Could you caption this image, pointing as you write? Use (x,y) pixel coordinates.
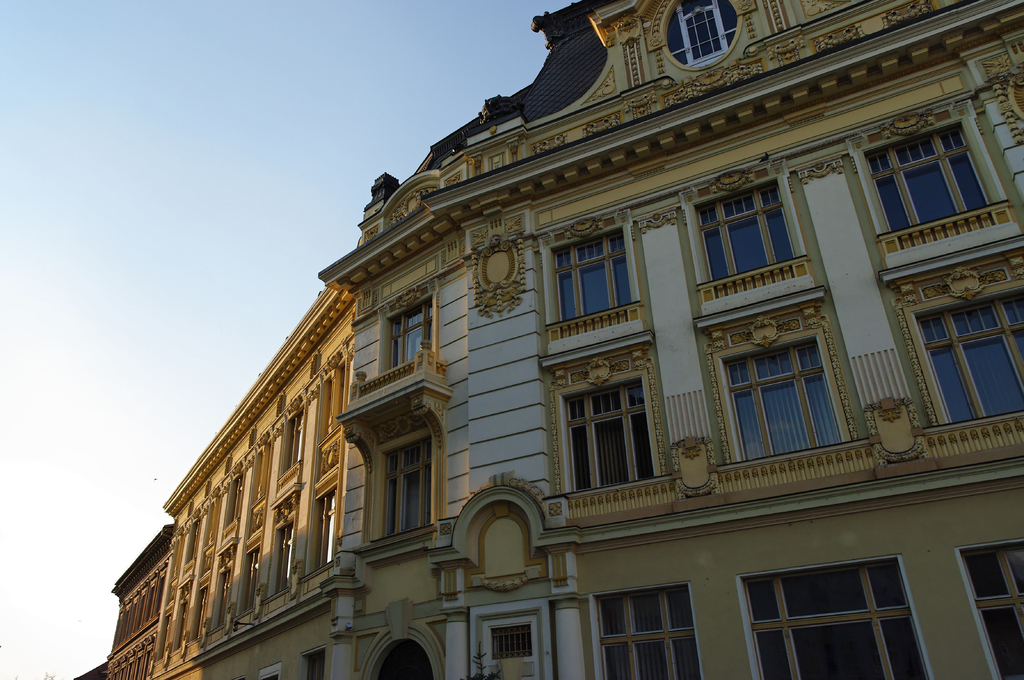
In this image we can see building (412,501). In the background (175,271) there is a sky (181,266).
